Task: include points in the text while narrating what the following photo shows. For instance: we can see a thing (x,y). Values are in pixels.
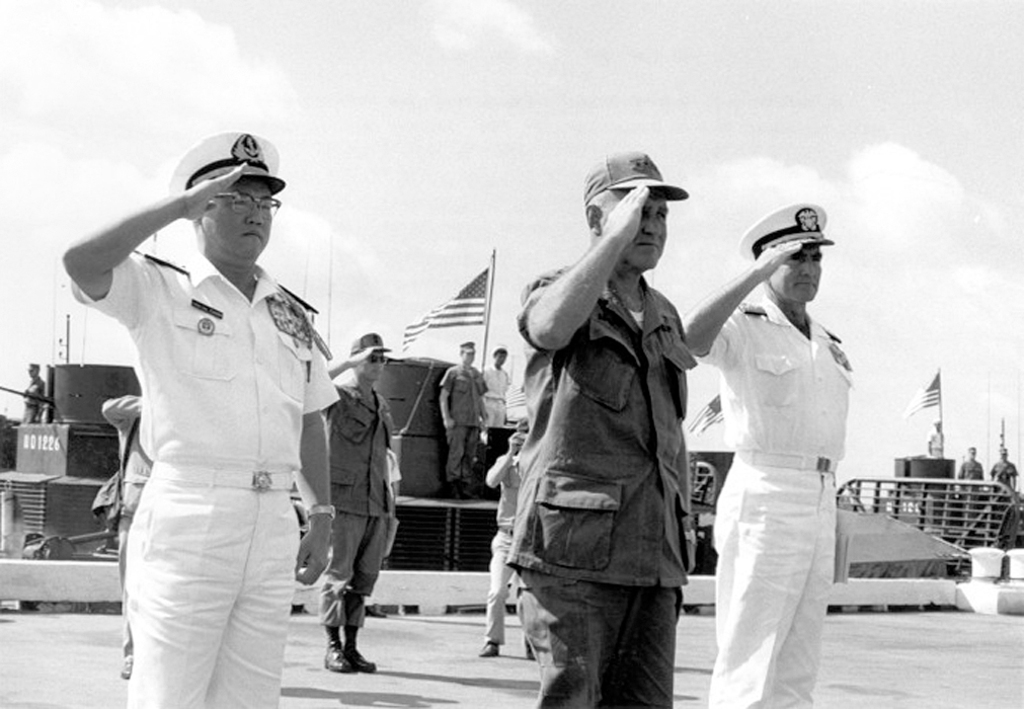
In this image we can see four men (170,472) standing on the ground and they are doing honor salute. Here we can see a man (490,628) and looks like he is capturing an image. In the background (474,382), we can see a few people (463,377). Here we can see the flag poles (483,336). This is a sky (498,297) with clouds (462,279).
